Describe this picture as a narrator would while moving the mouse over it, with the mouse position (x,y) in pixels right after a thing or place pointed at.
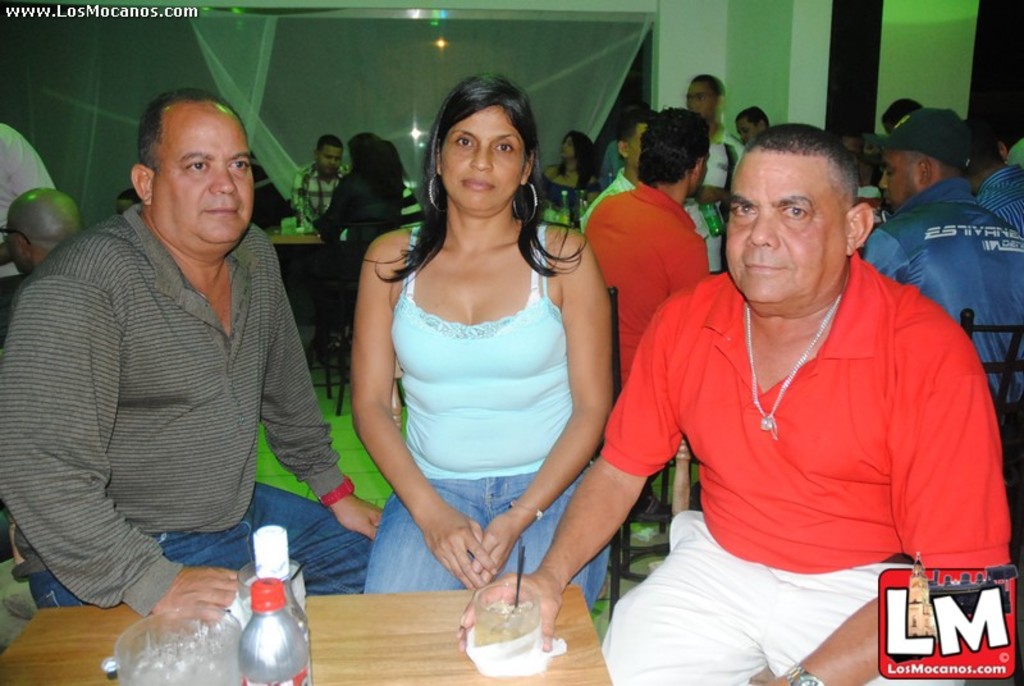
In this picture there are three people (542,466) sitting on the chair (684,480) in front of the table (92,614) on which there are some things (504,670).
